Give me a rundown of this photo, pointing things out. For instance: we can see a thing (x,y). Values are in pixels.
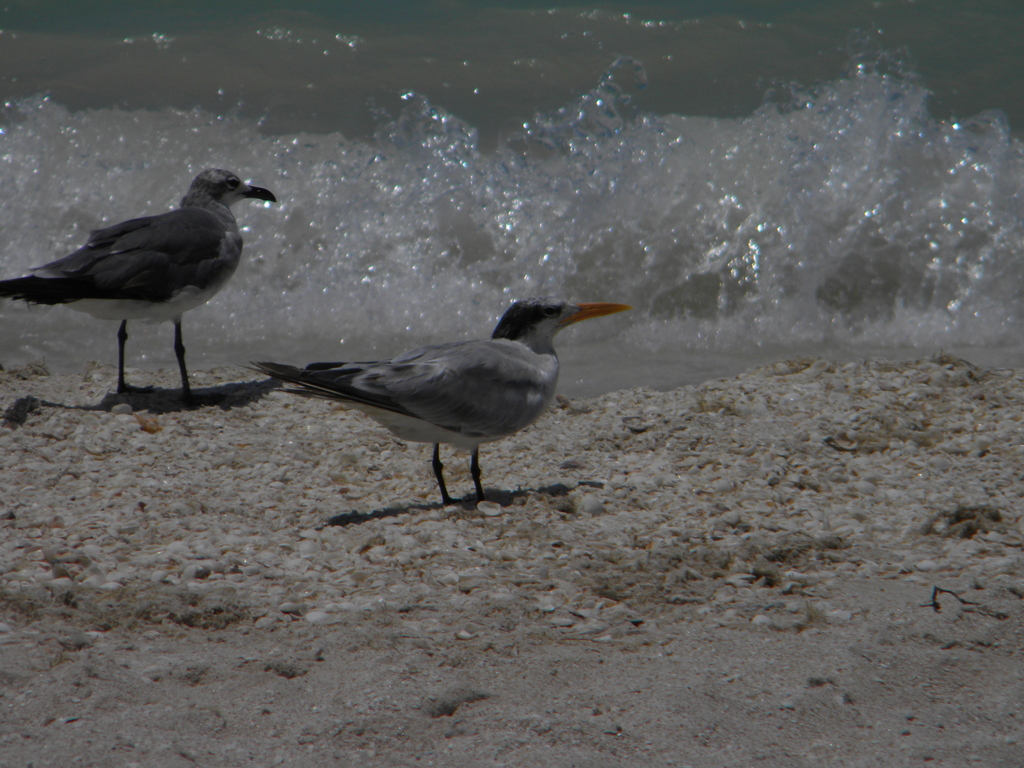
In this image there are two birds (437,474) standing on the land (540,501). Top of the image (675,183) there is water (675,183) having tides (674,240).
